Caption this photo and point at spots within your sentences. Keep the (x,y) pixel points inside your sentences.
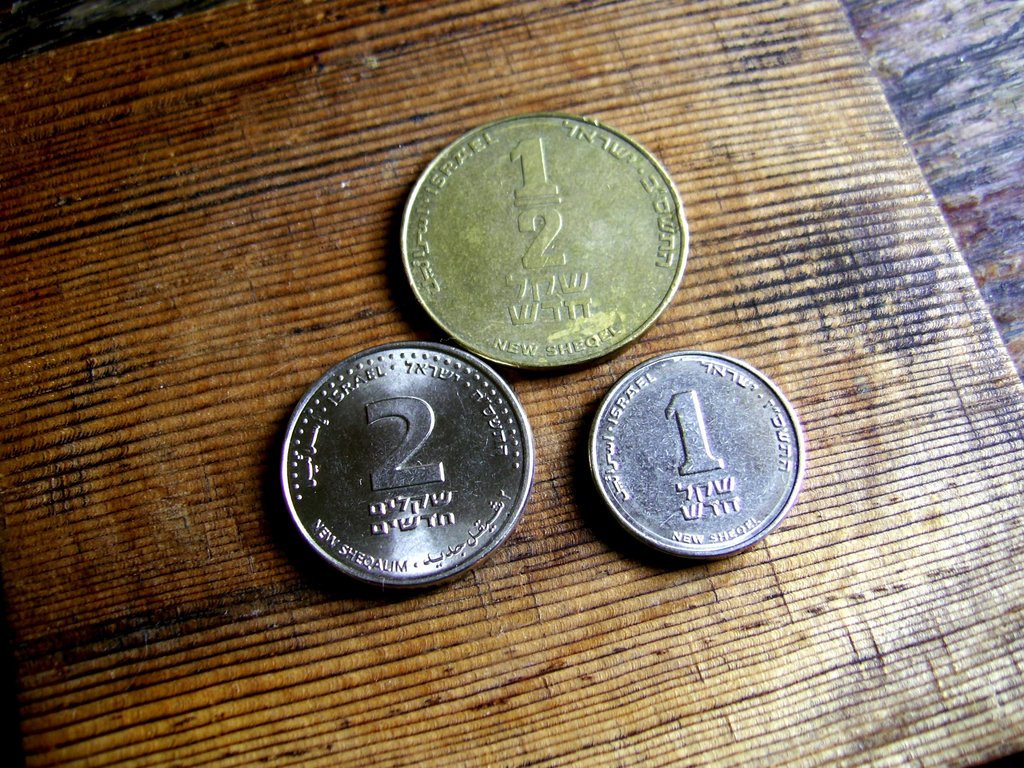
In this image in the center there are three coins (654,403), and in the background (887,335) there is a table (165,390).
